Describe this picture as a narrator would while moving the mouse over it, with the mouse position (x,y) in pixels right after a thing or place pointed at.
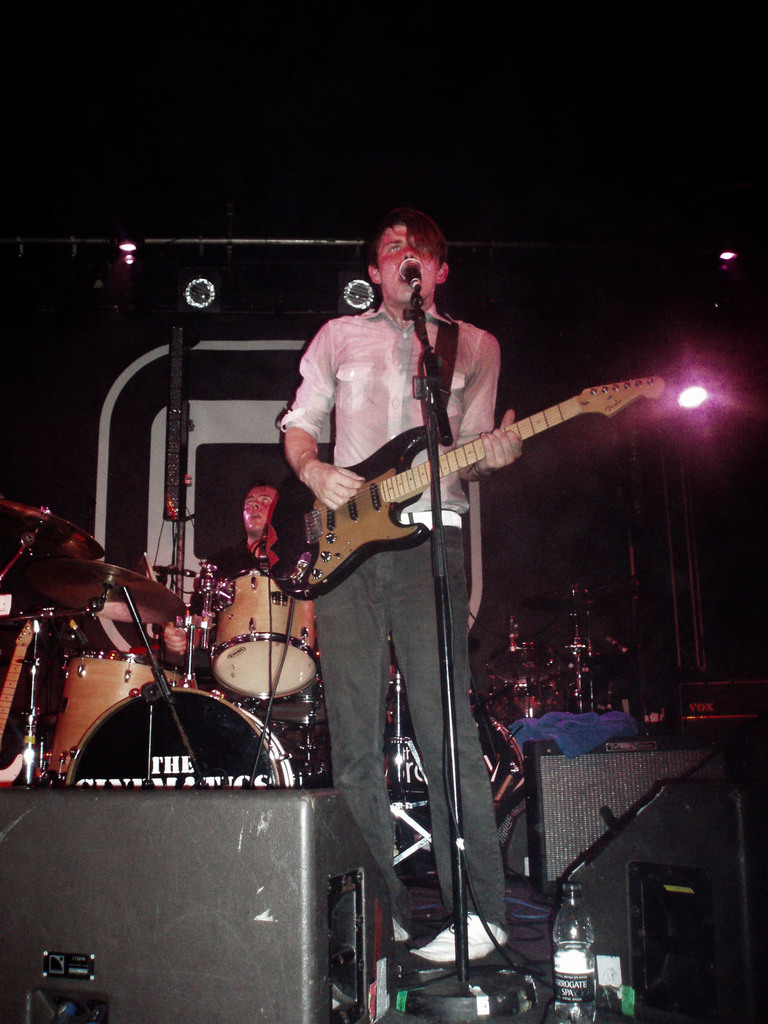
In the picture I can see a person (461,375) wearing white shirt (399,379) is playing guitar (464,461) and singing in front of a mic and there is a person (183,643) playing drums (248,595) behind him and there are some other objects (370,942) in front of him.
